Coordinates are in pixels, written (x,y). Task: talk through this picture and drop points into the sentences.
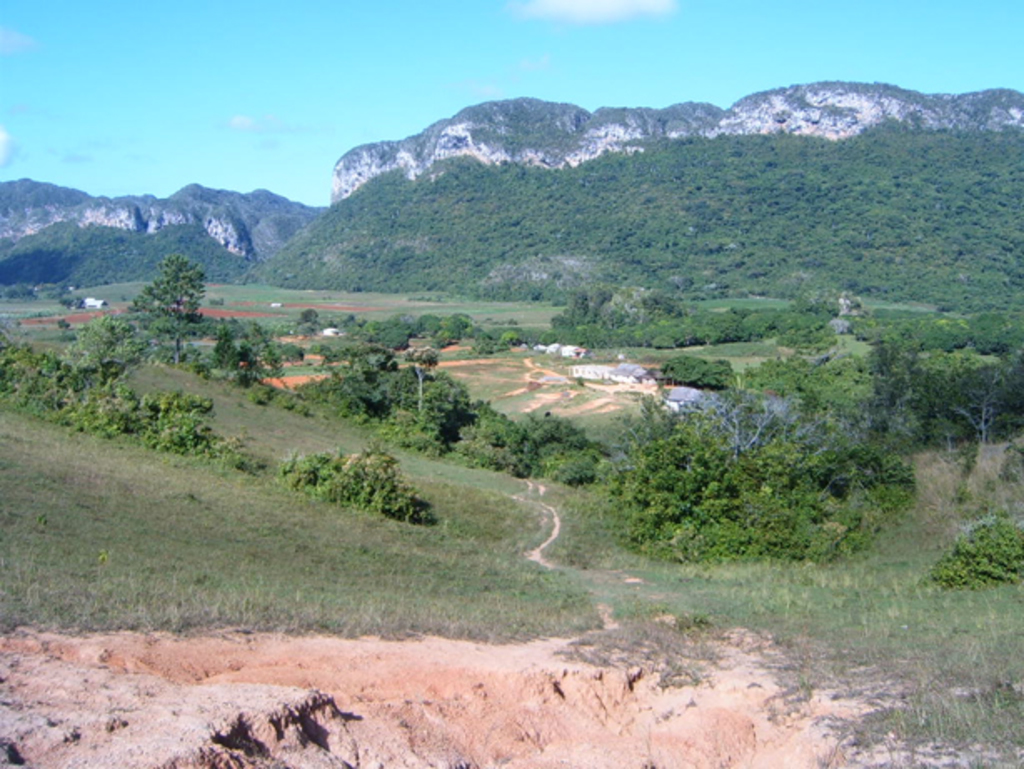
In the background (429,88) we can see the sky (574,54), hills (997,104) and the thicket (336,206). In this picture we can see the trees (756,529), ground (728,634) and the green grass (9,519).
